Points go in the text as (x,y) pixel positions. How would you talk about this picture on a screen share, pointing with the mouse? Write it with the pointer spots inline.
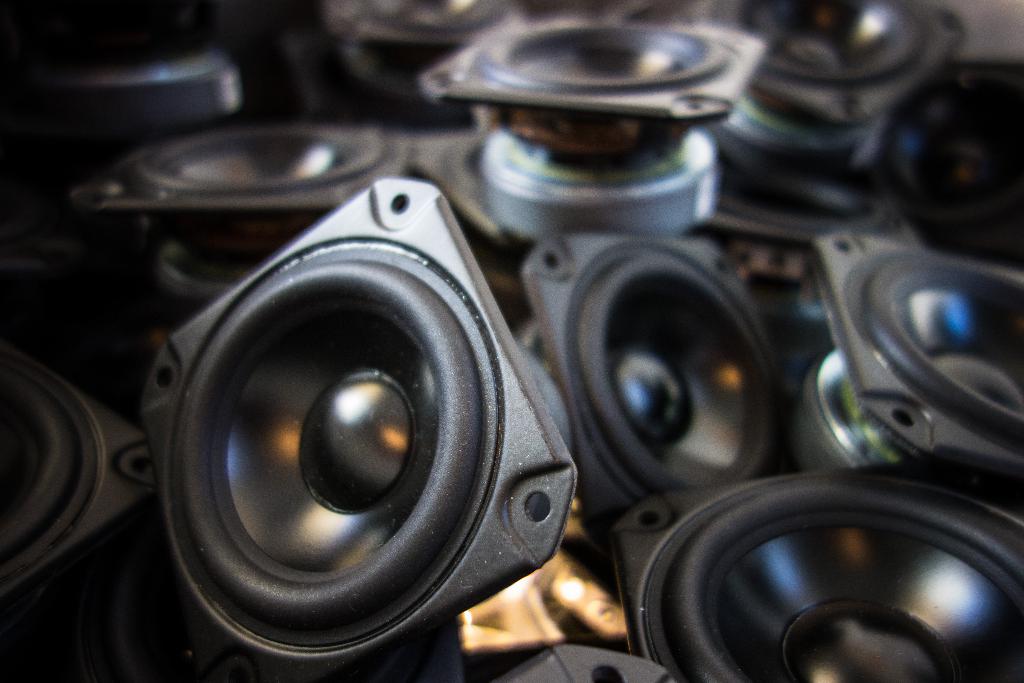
In this image in the center (353,432) there are some objects (329,517), and it looks like some devices (585,266).
